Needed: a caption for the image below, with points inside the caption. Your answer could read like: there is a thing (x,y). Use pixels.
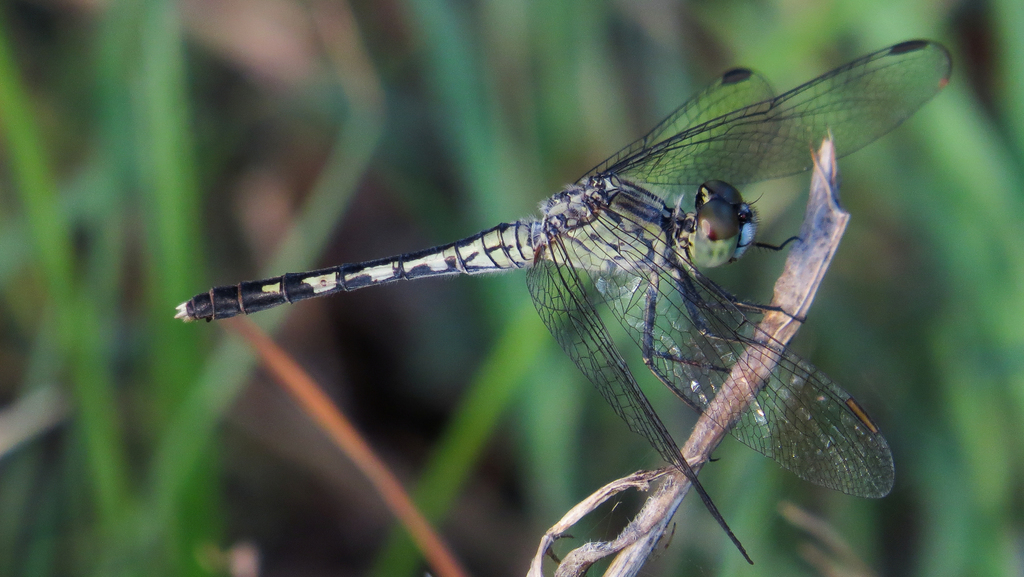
In this image I can see the dragonfly (569,287) which is in black and green color. It is on the plant (662,502). And there is a blurred background (563,52).
